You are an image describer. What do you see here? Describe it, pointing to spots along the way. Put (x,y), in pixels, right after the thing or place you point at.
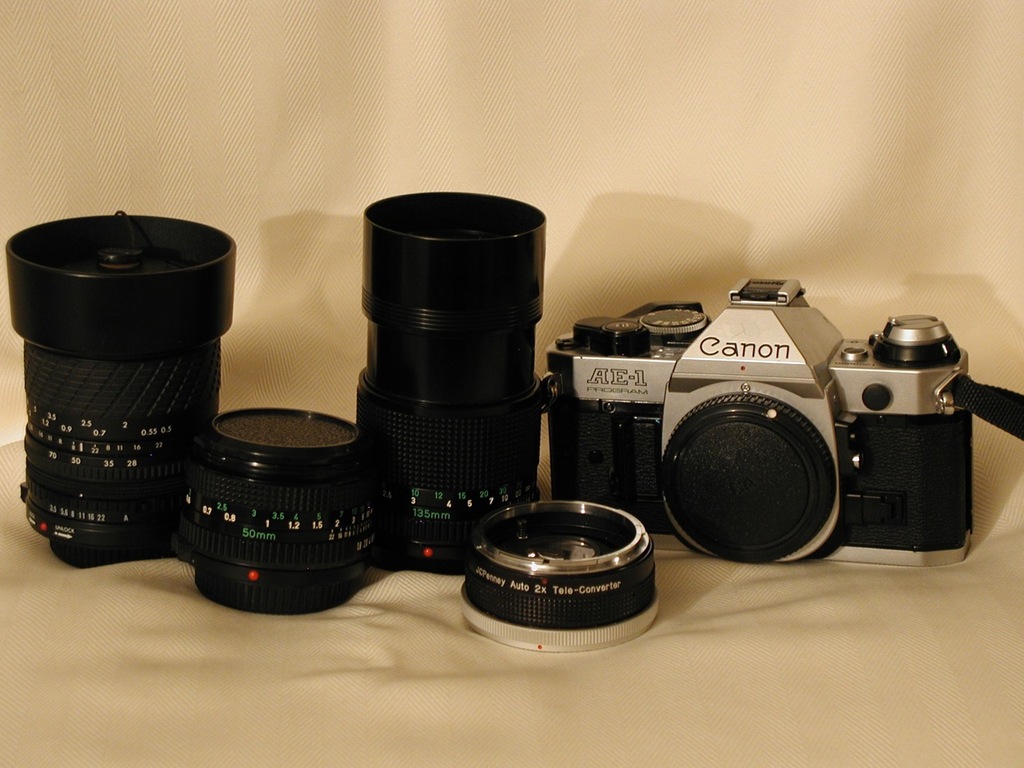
On the left side (175,326), there are lenses (494,306) arranged on a cloth (193,595). On the right side (759,563), there is a camera (927,339) arranged on the cloth (897,629). And the background (978,183) is beige in color.
